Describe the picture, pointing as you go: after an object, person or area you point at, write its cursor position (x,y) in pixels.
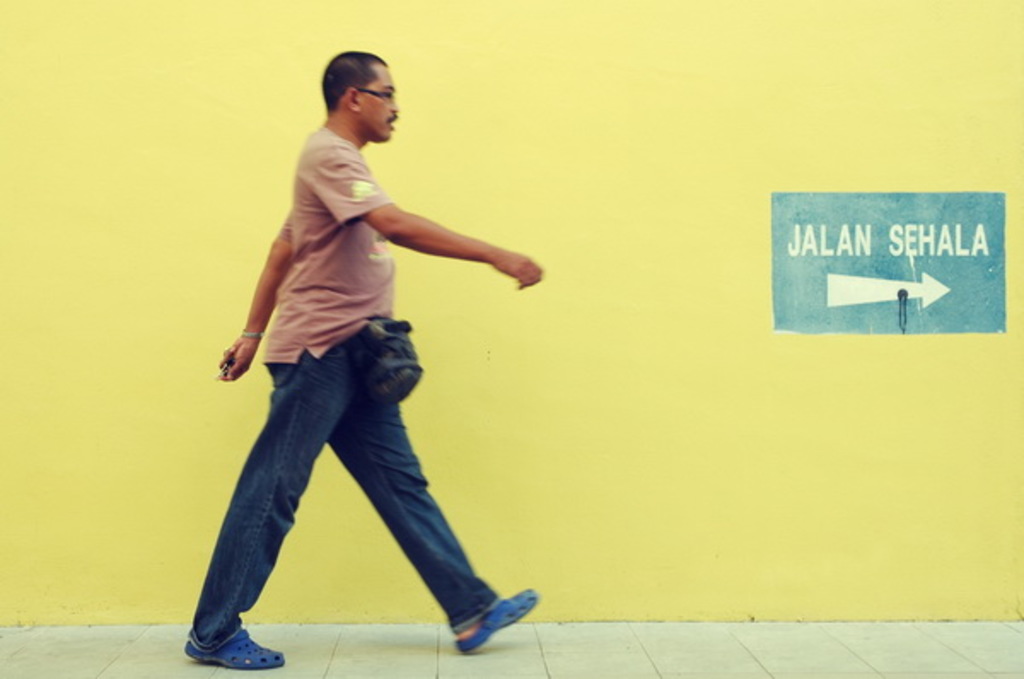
In this picture I can see a man (363,475) is walking on the ground (358,633). The man (344,273) is wearing spectacles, t shirt (330,322), pant (302,427) and shoes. In the background (228,289) I can see yellow color wall (522,314).
